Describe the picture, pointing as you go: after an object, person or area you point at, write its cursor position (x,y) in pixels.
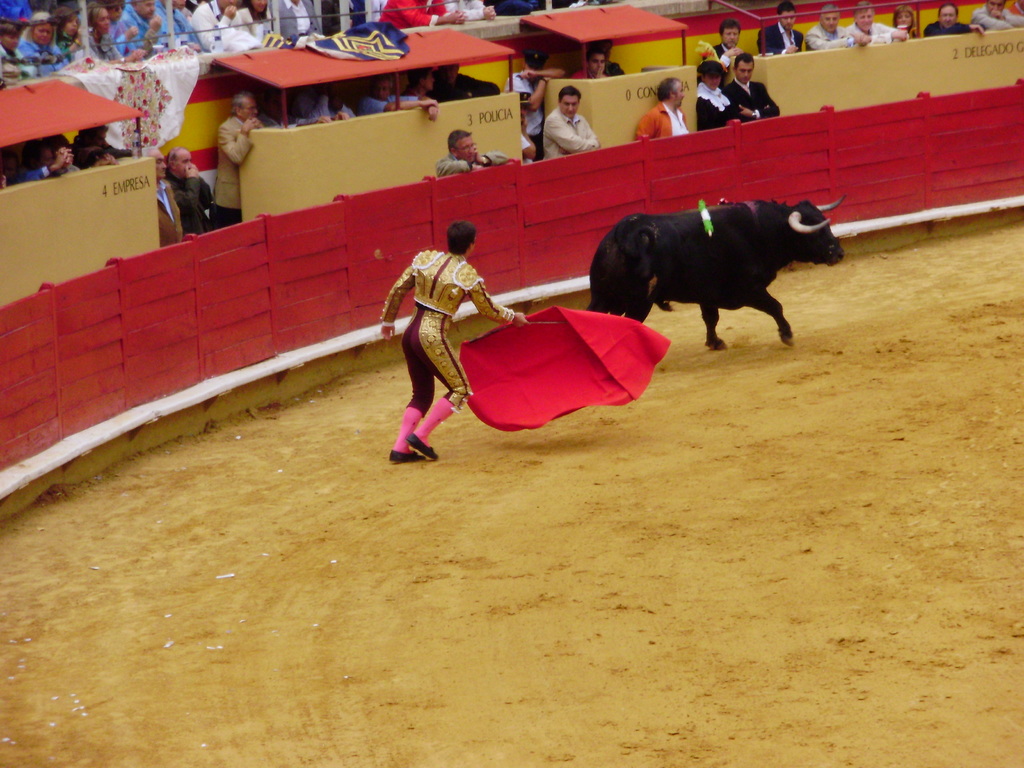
This image consists of a bull (778,249). And we can see man (435,417) holding a red cloth (538,375). At the bottom (486,635), there is ground (498,625). In the background (10,39), there are many persons (46,44). In the middle (507,286), there is a fencing (489,221) made up of wood (969,120).
